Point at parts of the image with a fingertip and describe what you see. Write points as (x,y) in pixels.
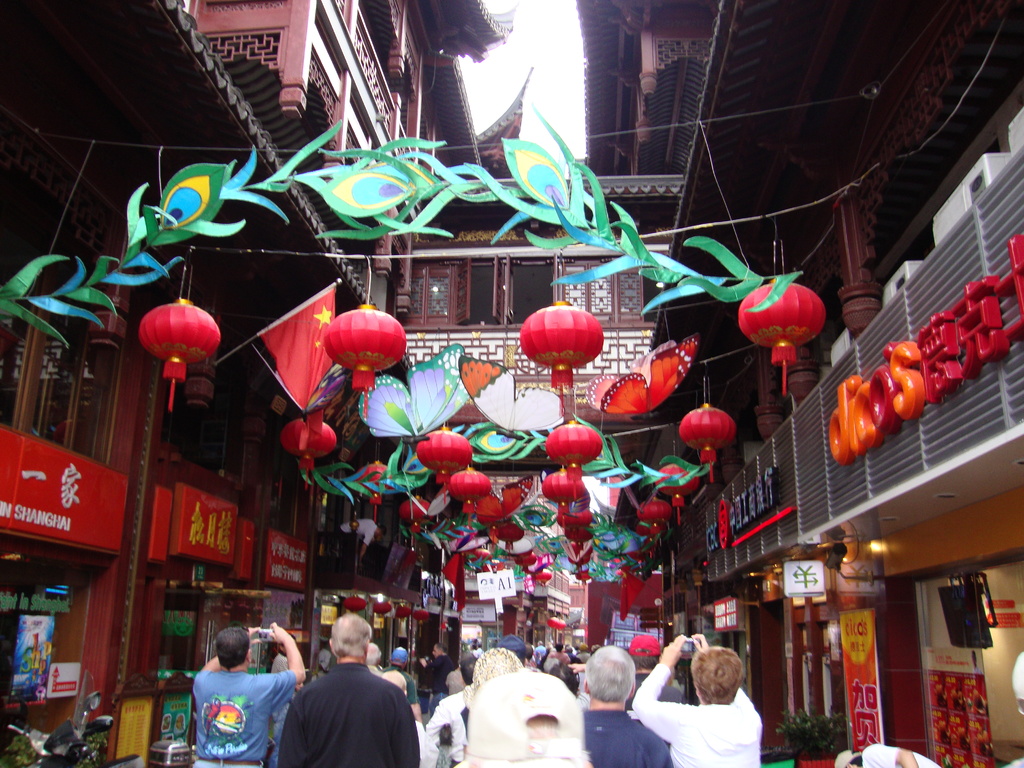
This image is taken outdoors. At the bottom of the image (348,704) a few people (338,688) are standing on the ground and clicking pictures in cameras (266,636). On the left (140,381) and right sides of the image there are a few buildings (256,208) with wall (275,432), windows (205,453), doors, railings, roofs (696,101) and a few boards (103,511) with text (852,451) on them. In the middle of the image (564,355) there are a few decorative items (449,459). On the left side of the image (109,715) a vehicle (80,746) is parked on the road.
